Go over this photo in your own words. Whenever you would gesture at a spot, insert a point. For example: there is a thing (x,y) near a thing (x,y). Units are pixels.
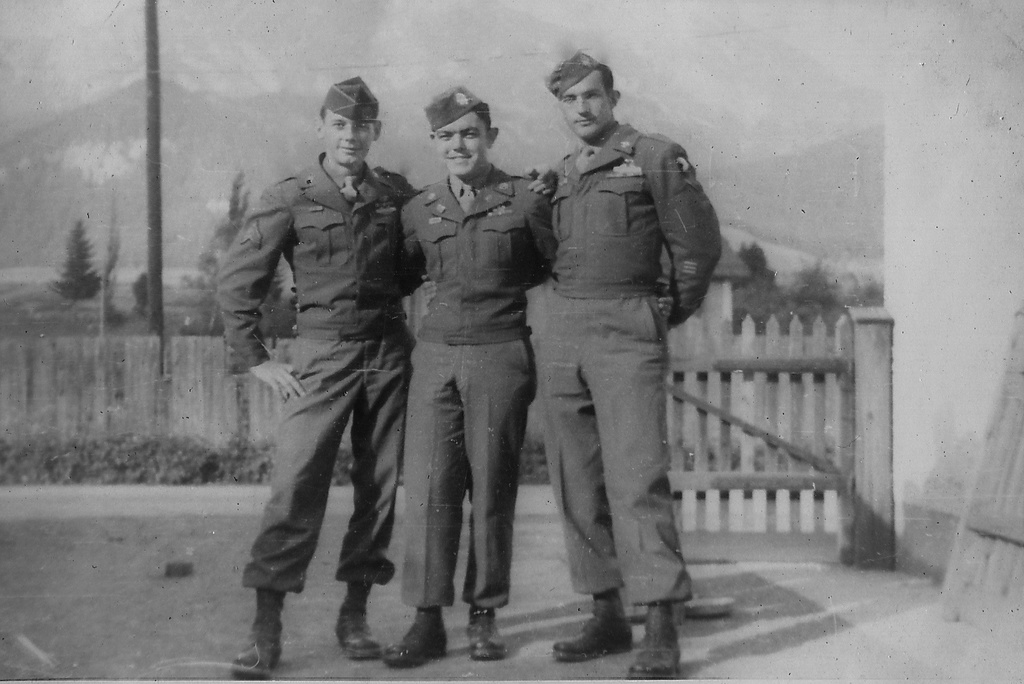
In this image we can see group of people (501,346) are standing, and smiling, at back (763,488) here is the fencing (756,425), here are the trees (233,212), here it is black and white.
